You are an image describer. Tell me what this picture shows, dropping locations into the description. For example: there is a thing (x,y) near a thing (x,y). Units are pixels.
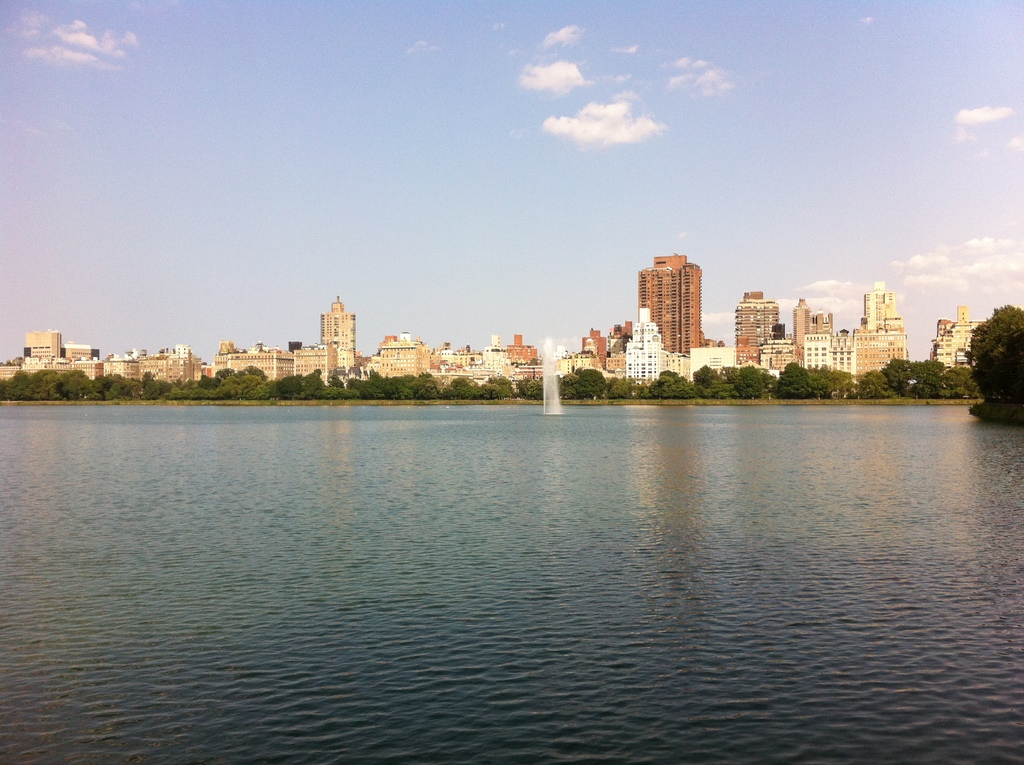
In the given image i can see a buildings (696,276), plants (669,378), water fountain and in the background (557,118) i can see the sky (524,106).
